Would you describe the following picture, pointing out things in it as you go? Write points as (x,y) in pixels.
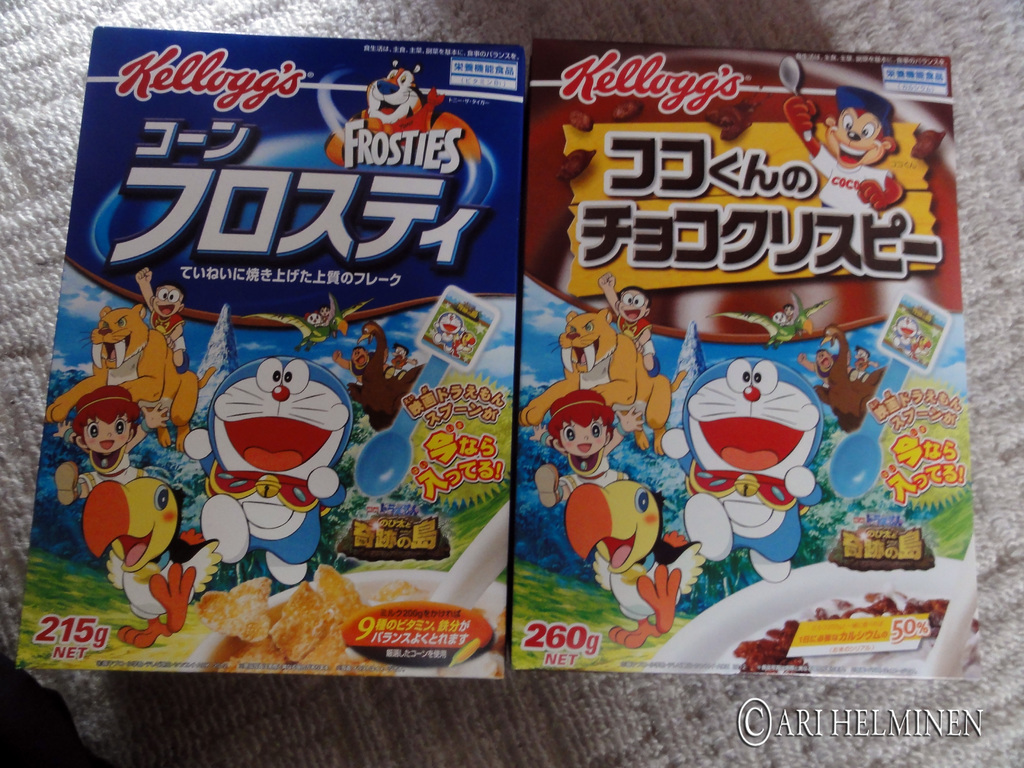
In this image there might be covers (497,200) kept on the floor (69,187) and on the covers (698,253) there is a text (248,187), cartoon images (253,401) of animals (139,391), persons (151,308), spoons (406,441), trees (816,541), numbers (54,631), food item (301,628) visible.
